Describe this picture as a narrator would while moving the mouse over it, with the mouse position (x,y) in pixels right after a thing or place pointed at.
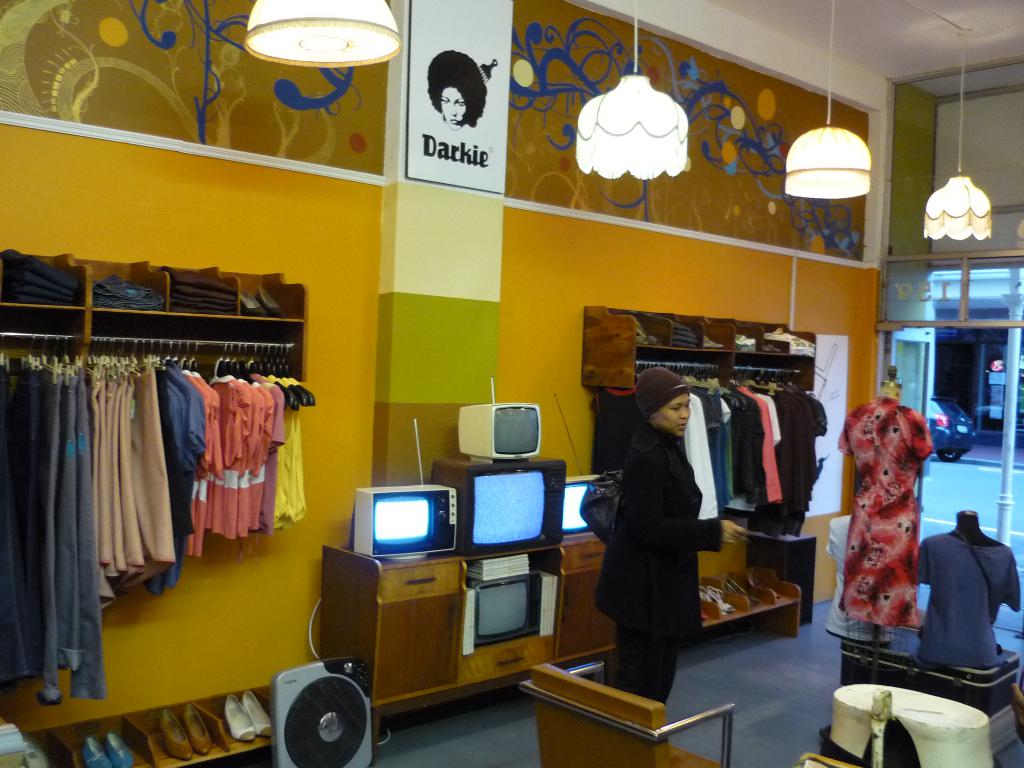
There are group of dresses (768,431) attached to the hanger (222,361) and there are some televisions (488,506) in middle of them and there is a person (661,514) standing in front of television (497,489).
